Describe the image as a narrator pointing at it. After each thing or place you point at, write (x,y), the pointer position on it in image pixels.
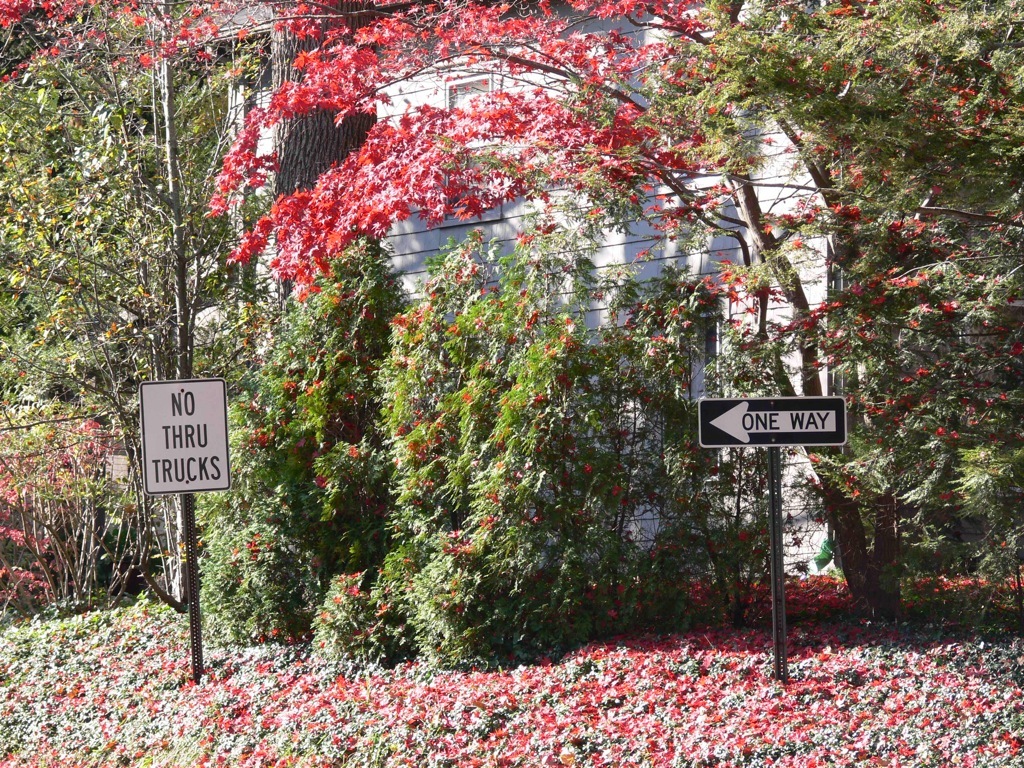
In this picture I can see many trees (355,168), plants (580,574) and grass (954,611). In the back (599,236) I can see the wooden house (588,306). On the right (705,413) and left side (177,391) I can see the sign boards (793,441) which is placed near to the plants (947,417). At the bottom (311,666) I can see the leaves (478,718).
